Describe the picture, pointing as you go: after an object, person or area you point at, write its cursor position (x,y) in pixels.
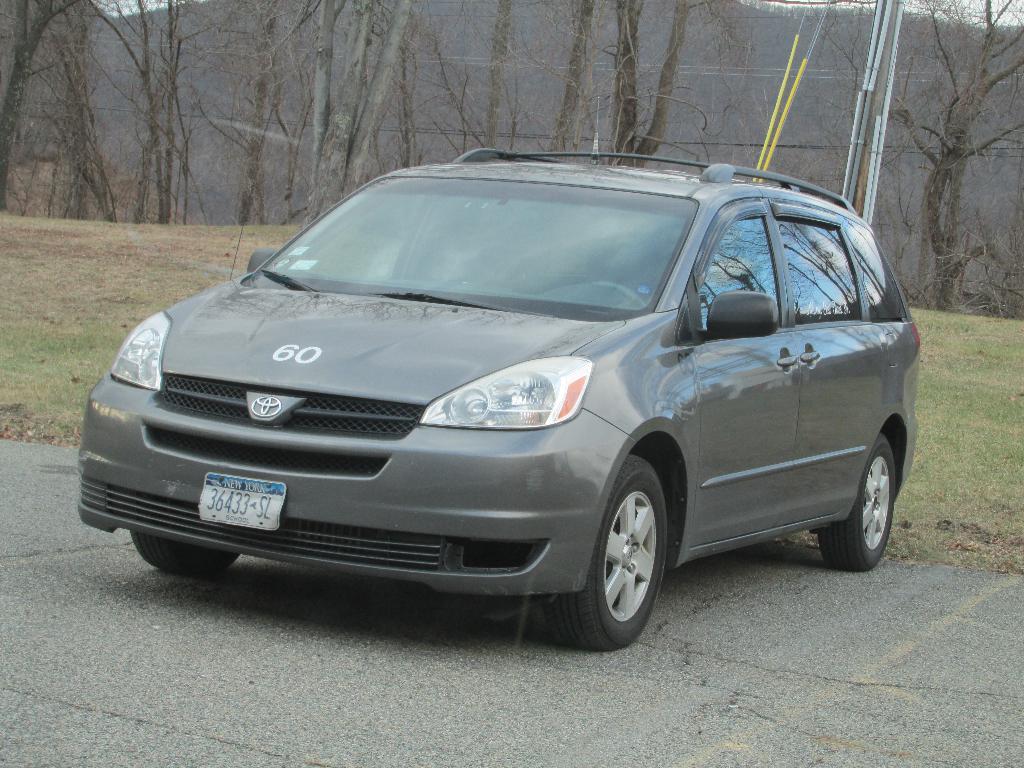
This image is taken outdoors. At the bottom of the image (192,674) there is a road (731,628). In the background (331,80) there are a few trees (315,157) with stems (948,121) and branches (955,292). There is a ground (178,269) with grass (158,262) on it. In the middle of the image (520,331) a car (466,331) is parked on the road (845,636).
